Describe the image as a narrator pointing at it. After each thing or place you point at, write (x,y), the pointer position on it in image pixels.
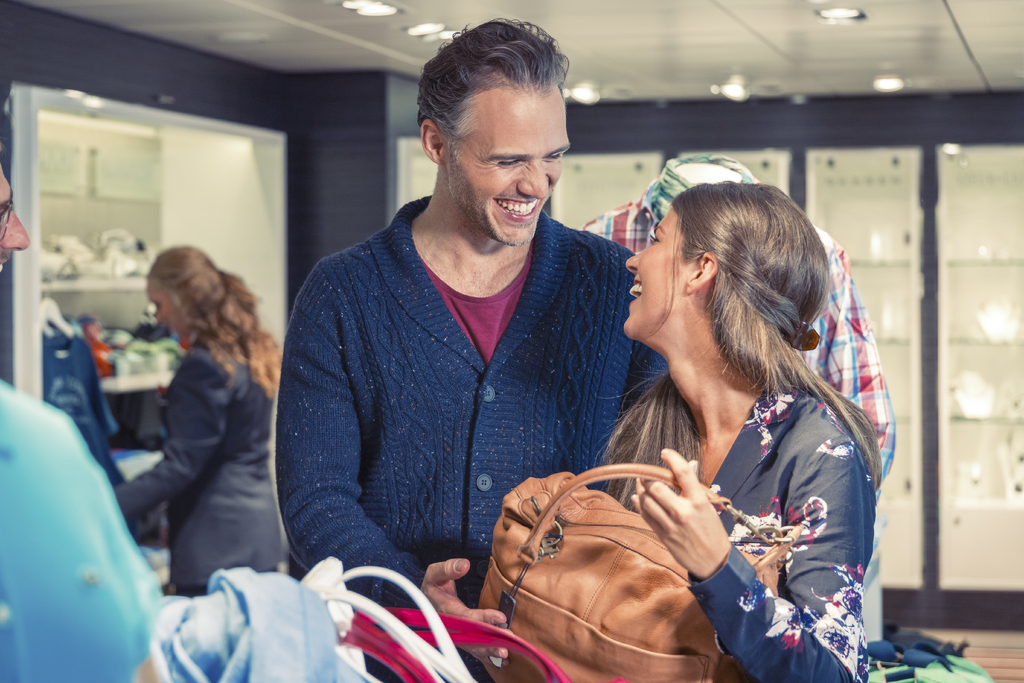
In this picture we can see a man (619,364) and a woman (752,658) standing together and they are smiling. She is holding a bag (642,600) with her hand (691,528). In the background (194,577) there is a woman (188,566) standing on the floor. And these are the lights (447,28) and this is the rack (118,227).
